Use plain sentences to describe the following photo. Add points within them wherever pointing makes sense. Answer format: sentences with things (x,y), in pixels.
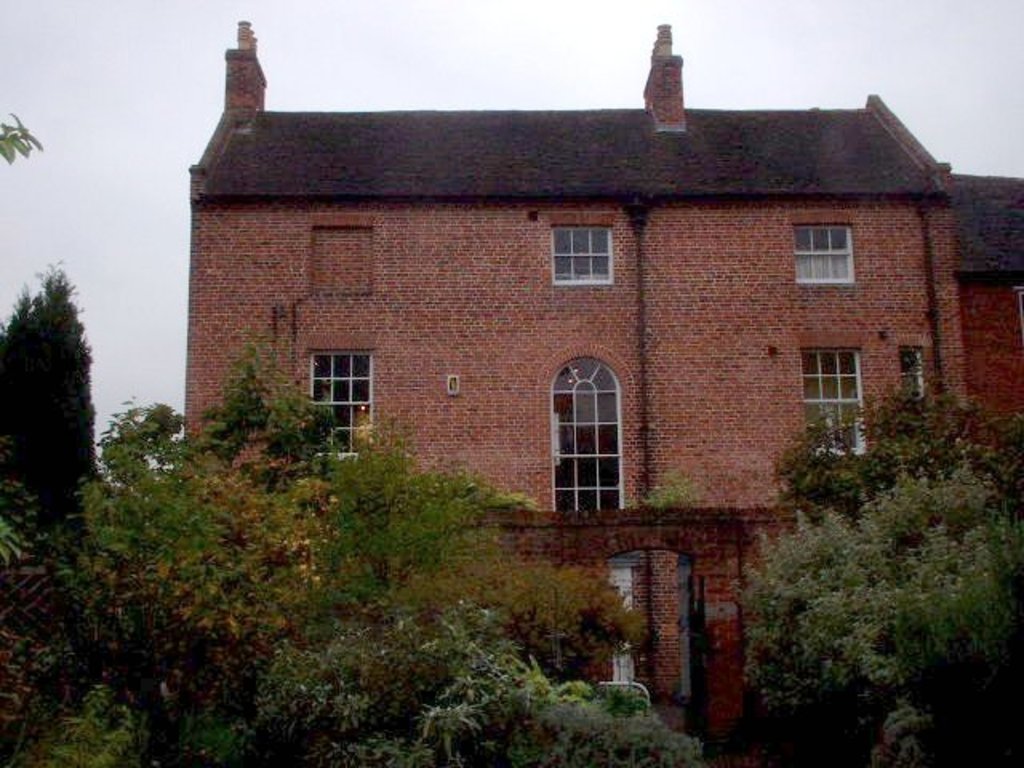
At the bottom of the picture (413,614), we see trees (310,646). In the background (405,371), we see a building (581,325) which is made up of brown colored bricks (512,379). At the top of the picture (432,77), we see the sky (492,76).
